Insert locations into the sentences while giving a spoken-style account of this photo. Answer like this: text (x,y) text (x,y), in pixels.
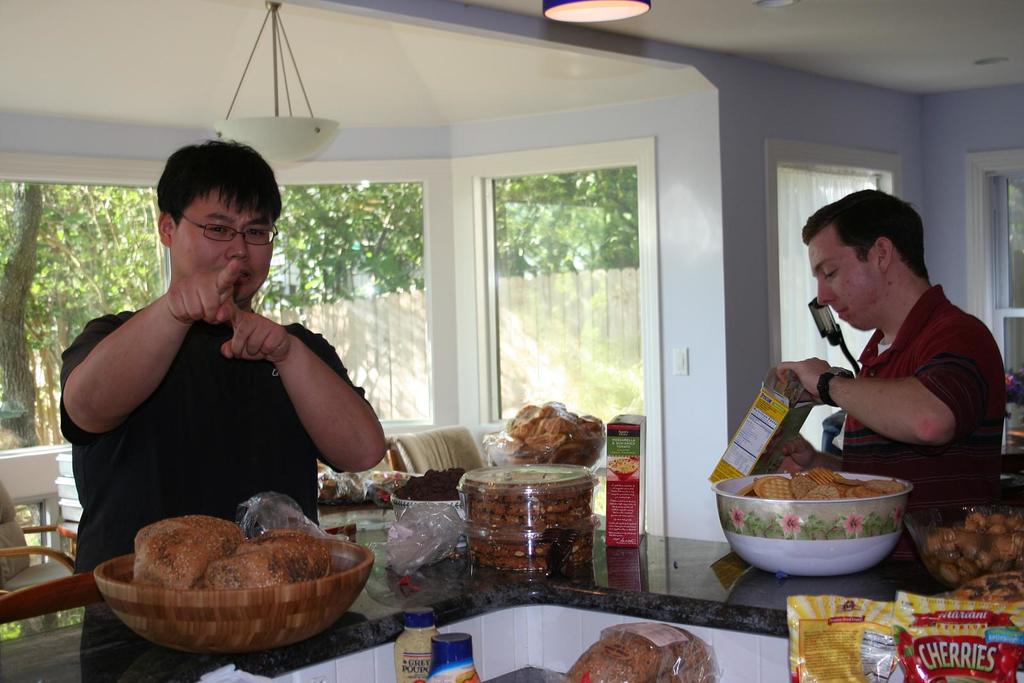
This image consists of two persons (961,397). On the left (148,415), the man (238,390) is wearing a black T-shirt (134,466). On the right (987,401), the man (905,430) is wearing a red t-shirt (983,406). In the front (647,649), we can see many food items (985,651). On the right (827,539), there is a bowl (857,534) in white color in which there are biscuits (810,474). In the background (421,194), we can see glass door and windows (402,334). At the top (274,92), there is a roof (343,82) along with lights (312,139). In the background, we can the trees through the glass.
